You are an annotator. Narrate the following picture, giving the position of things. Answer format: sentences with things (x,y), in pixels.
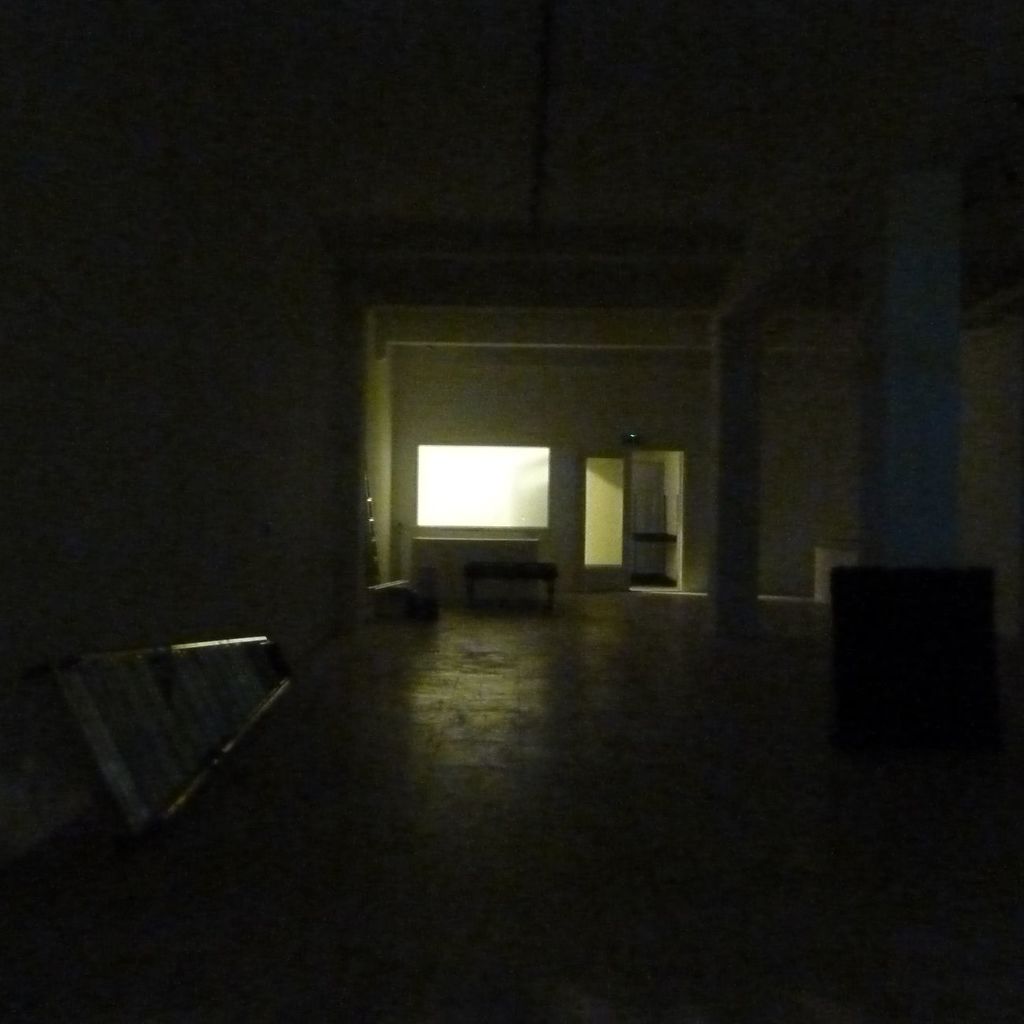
This picture is clicked inside the building (567,671). On the left side (84,669), we see a ladder stand (158,722). On the right side (759,503), there are pillars (730,424). In the background (702,393), we see a white wall (549,398) and a door (584,559) and a window (511,496). This picture is clicked in the dark.
